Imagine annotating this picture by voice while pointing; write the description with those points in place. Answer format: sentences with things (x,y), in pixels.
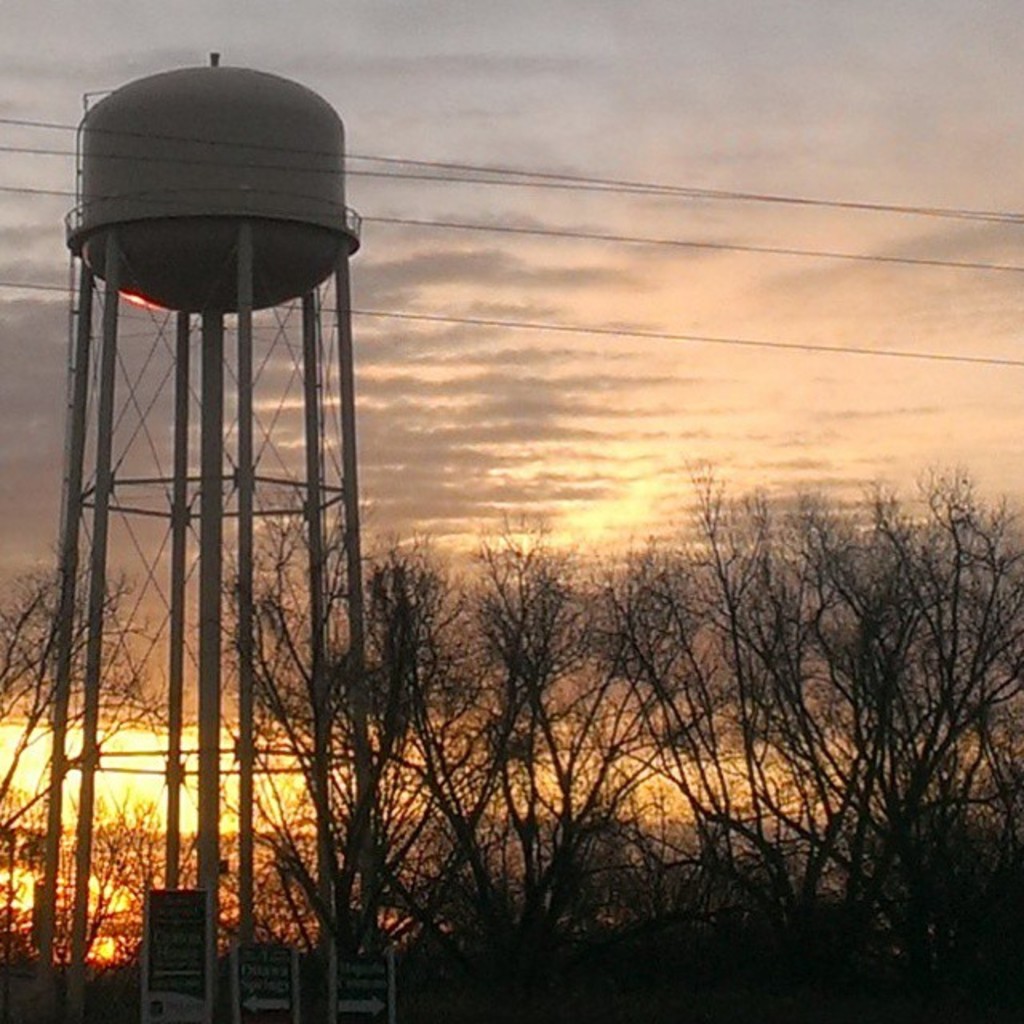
In this image, I think this is a tower water tank (220,407) with the pillars (207,648). These are the trees (600,847). I can see the boards (367,971), which are attached to the poles (331,976). I can see the clouds (445,437) in the sky (595,74). These look like the current wires (595,331) hanging.
